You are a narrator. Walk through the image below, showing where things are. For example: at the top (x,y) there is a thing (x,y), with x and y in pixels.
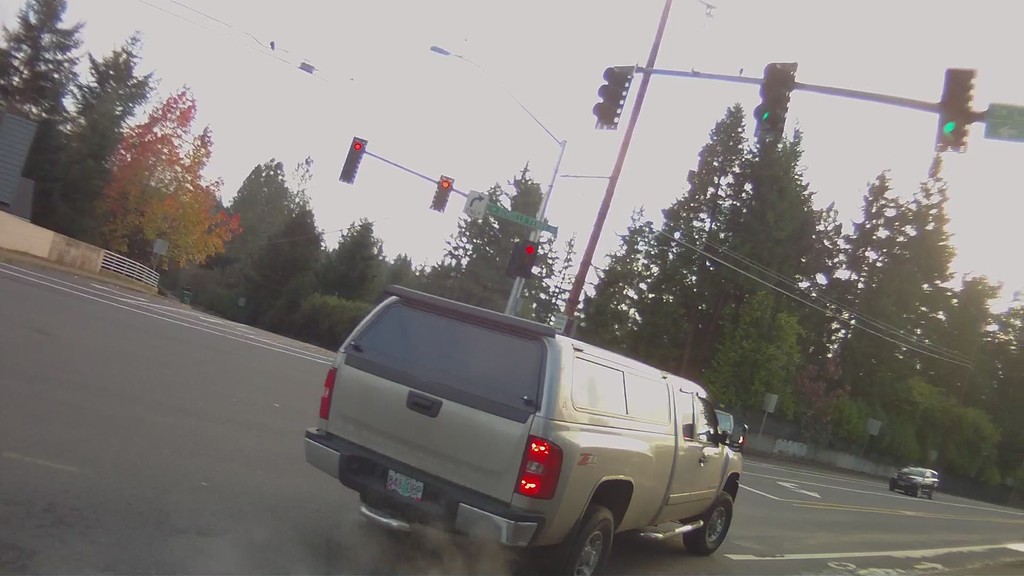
This is an outside view. Here I can see two cars (544,485) on the road (172,465). On the other side of the road (236,392) I can see traffic signal poles (528,269) and many trees (748,298). On the left side (27,232), there is a wall (71,252) and railing (122,267). At the top (345,36) I can see the sky (410,22).
